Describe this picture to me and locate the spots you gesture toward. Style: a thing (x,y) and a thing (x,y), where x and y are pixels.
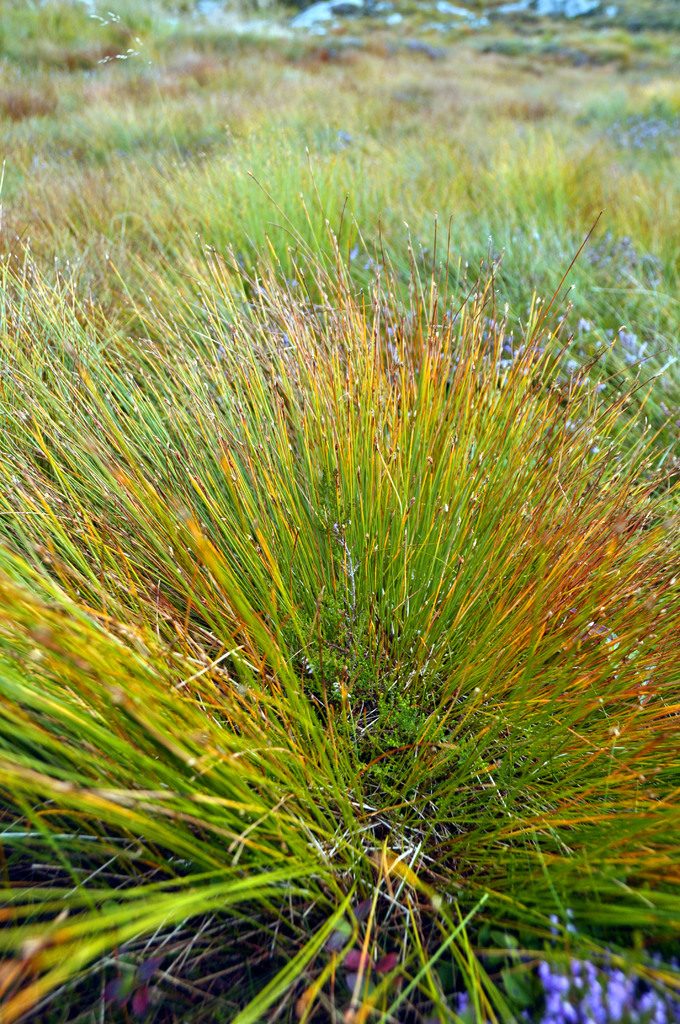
This picture is full of greenery (555,475) and we can see grass (395,501).
